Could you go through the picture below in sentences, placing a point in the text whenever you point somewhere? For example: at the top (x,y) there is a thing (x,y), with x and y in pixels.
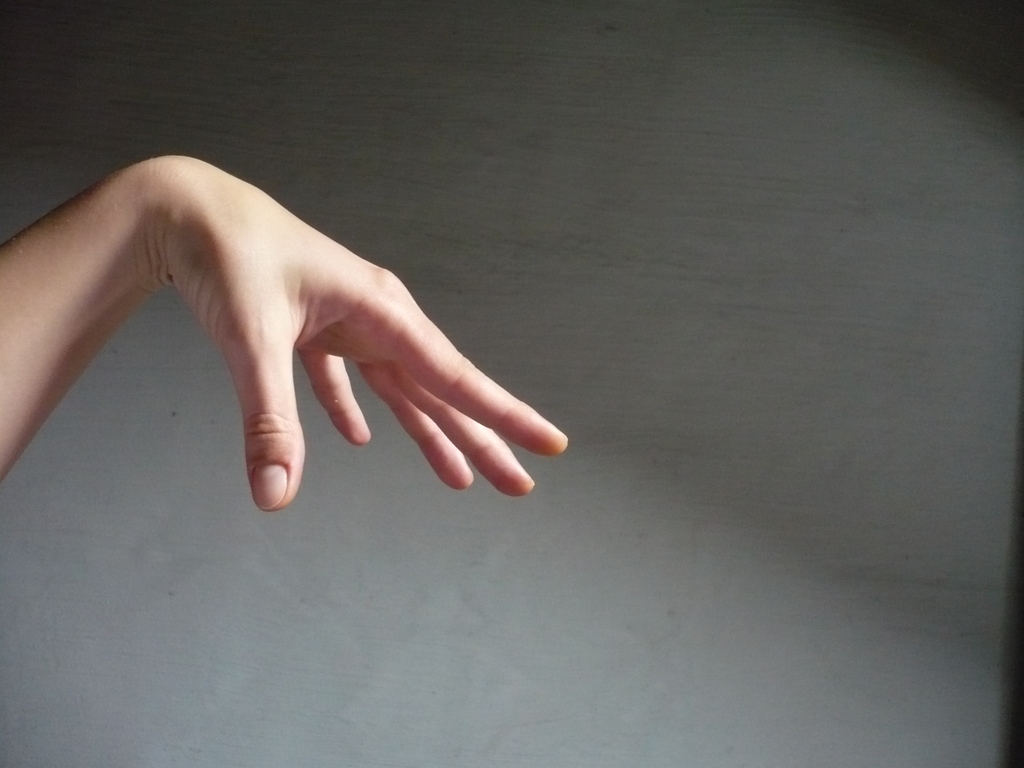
In this image we can see a person hand (312,269). Background (771,216) it is in ash grey color.
